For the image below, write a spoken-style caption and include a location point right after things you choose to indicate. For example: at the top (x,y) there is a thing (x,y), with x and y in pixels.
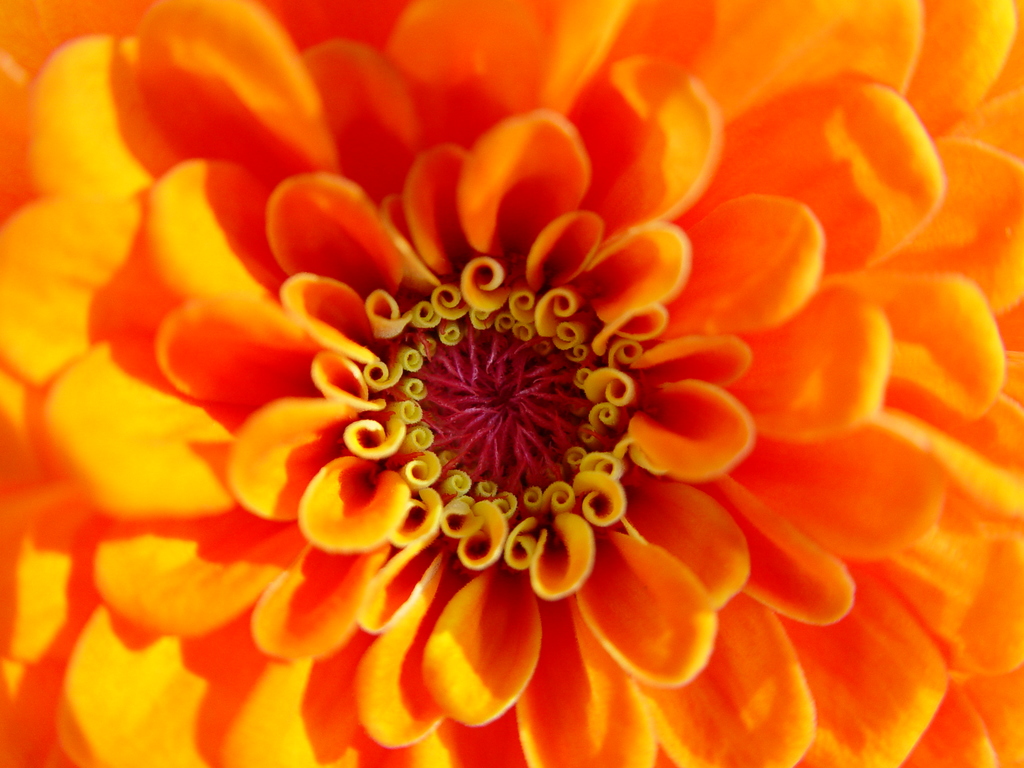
In this picture, we can see a flower (436,383).
